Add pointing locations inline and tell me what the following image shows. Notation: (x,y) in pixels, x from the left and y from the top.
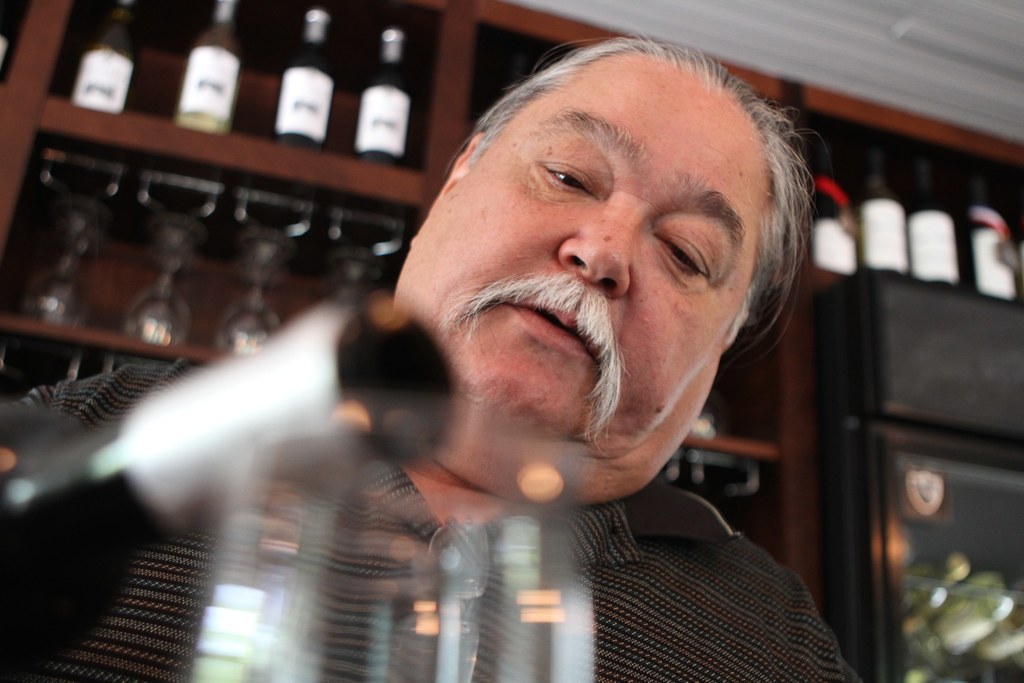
In this image, I can see the man (635,548). This looks like a bottle (203,465) and a glass (408,591). In the background (289,243), I can see the wine glasses (87,249) and the bottles (922,236), which are kept in the racks (201,244).
